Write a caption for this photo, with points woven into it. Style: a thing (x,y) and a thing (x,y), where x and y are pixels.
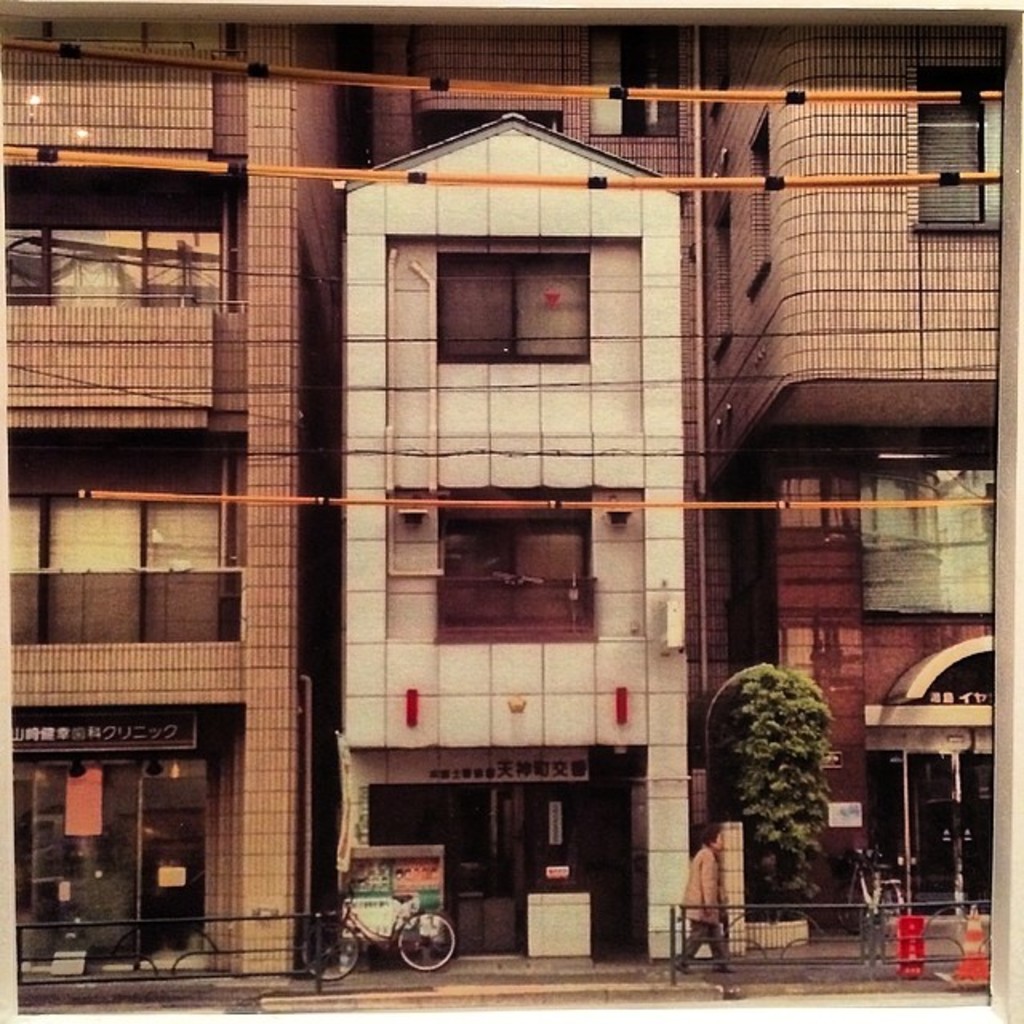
In this image in the center (625,475) there is a building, at the bottom (790,961) there is footpath (500,961) and one person (716,858) is walking. And there is a railing (807,906) and also we could see some cycles (345,962), fire extinguisher (911,924) and there are some poles (434,179).
